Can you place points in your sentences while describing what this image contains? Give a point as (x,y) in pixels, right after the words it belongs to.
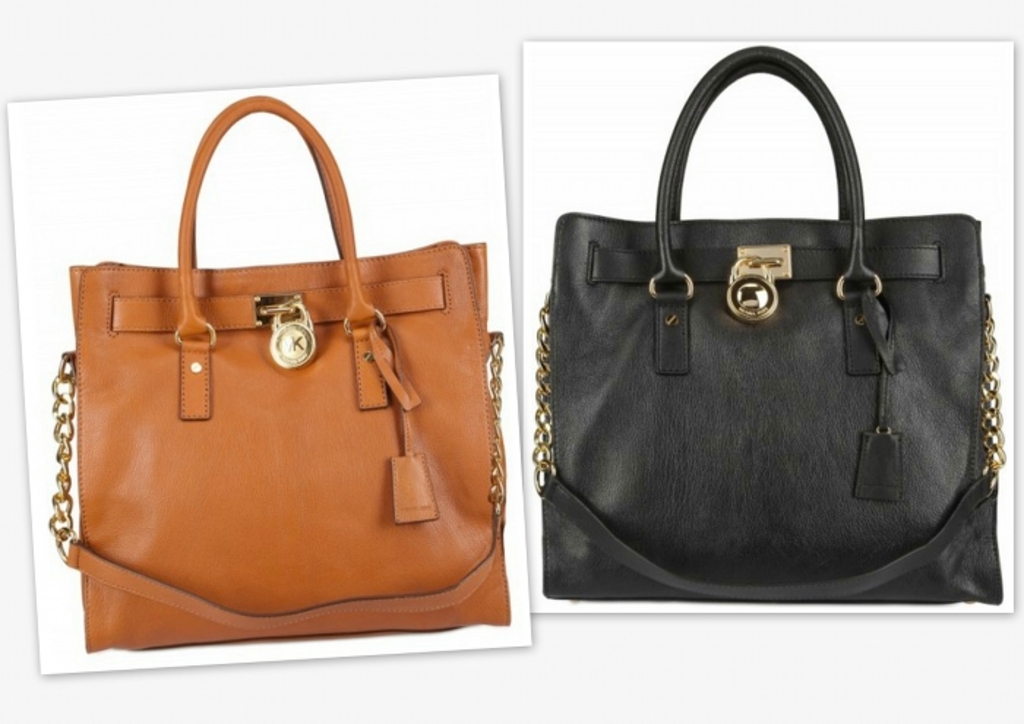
In this image I can see two handbags (609,222) of two different colors.
